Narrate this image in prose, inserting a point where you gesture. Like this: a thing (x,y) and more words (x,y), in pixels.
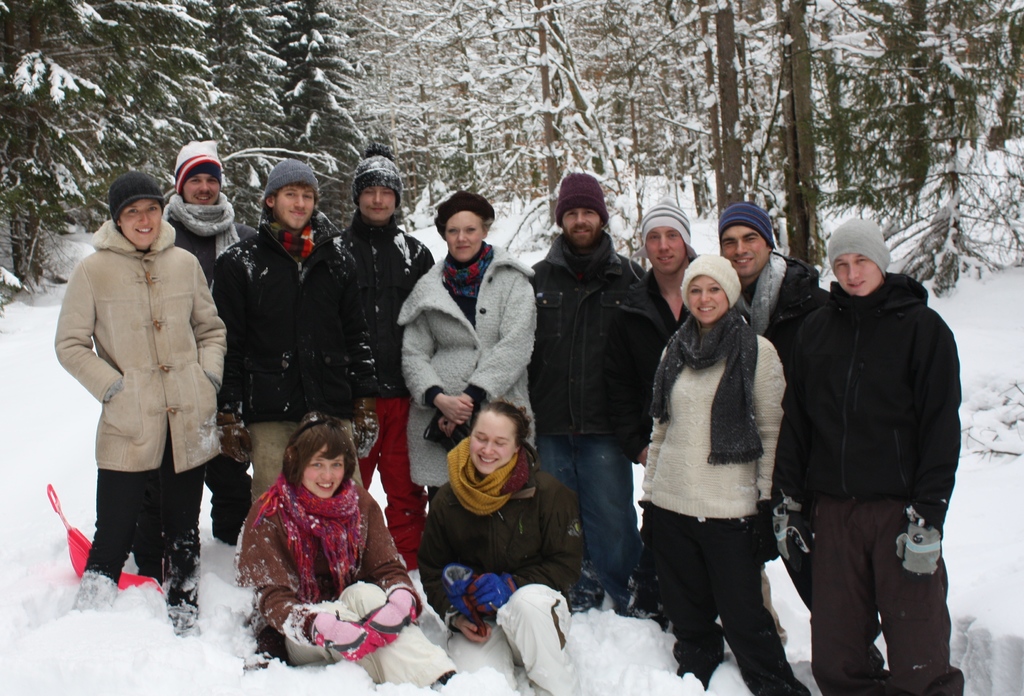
This image consists of many people (712,419) wearing jackets (358,348). It looks like it is clicked in a forest (471,106). At the bottom (107,673), there is snow (109,681).
